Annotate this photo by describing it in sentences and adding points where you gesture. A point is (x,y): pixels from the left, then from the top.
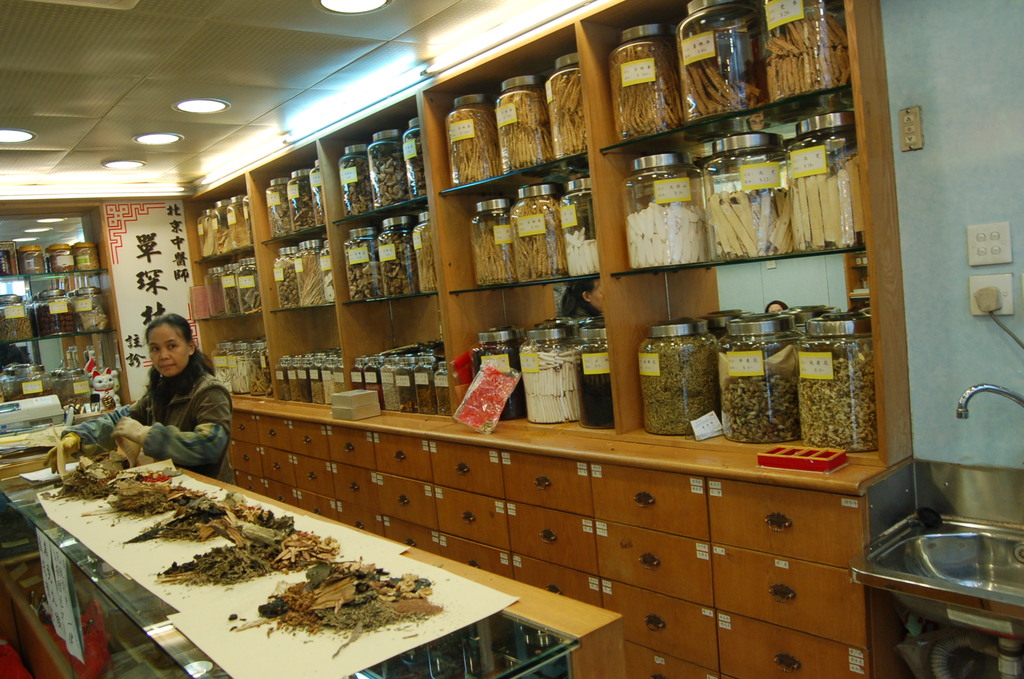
In this image we can see a woman (208,443) standing and holding the objects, in front of her we can see a table (255,559), on the table (227,544), there are some spices (321,596), there are some racks (590,116) with jars (614,108), in the jars (620,112), we can see some spices (565,129), also we can see a sink (951,551), there is a switchboard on the wall (1010,462), at the top (179,186) we can see the lights (225,106).
